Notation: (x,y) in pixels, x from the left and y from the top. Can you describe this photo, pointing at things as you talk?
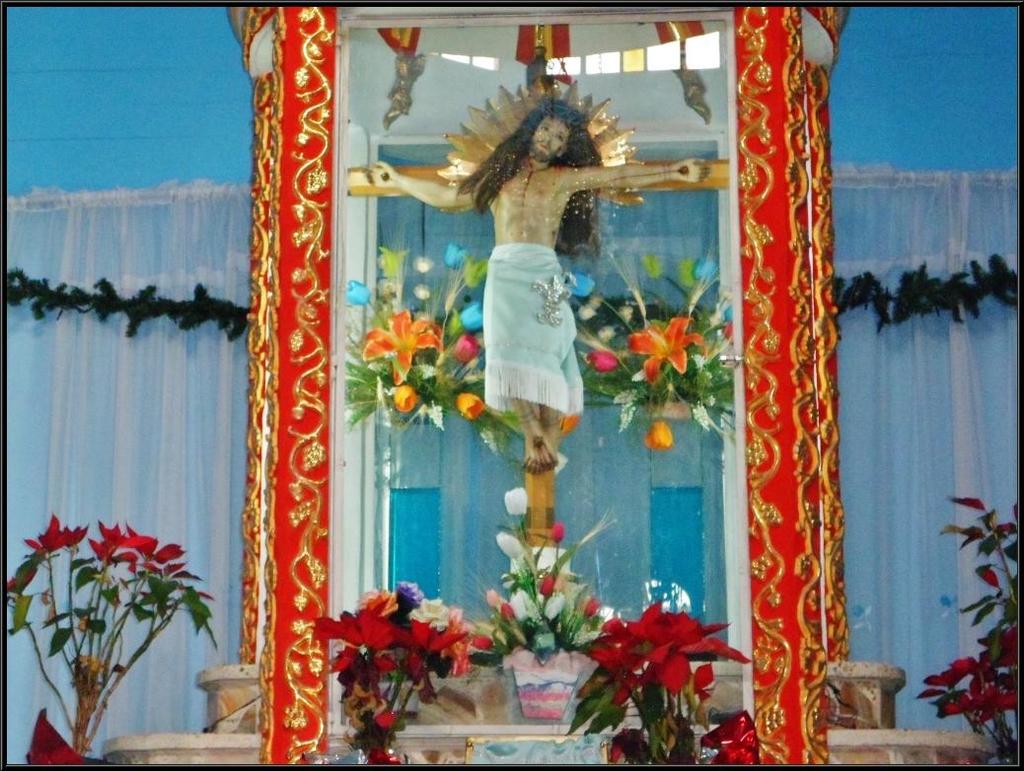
In this image I can see there is an idol (510,185) placed in glass box (334,609), there are few artificial flowers (959,661) arranged around it.
